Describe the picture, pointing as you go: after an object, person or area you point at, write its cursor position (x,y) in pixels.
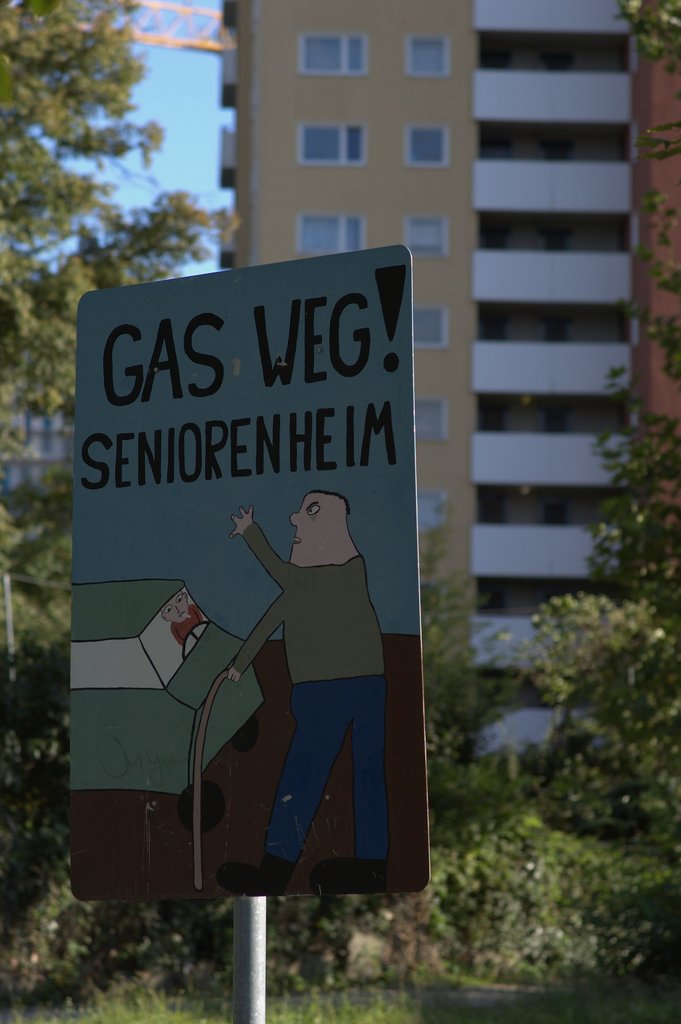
In this picture I can see a board (257,270) with a pole (254,985). I can see a building (585,67), trees (30,87), and in the background (207,87) there is the sky (140,99).
